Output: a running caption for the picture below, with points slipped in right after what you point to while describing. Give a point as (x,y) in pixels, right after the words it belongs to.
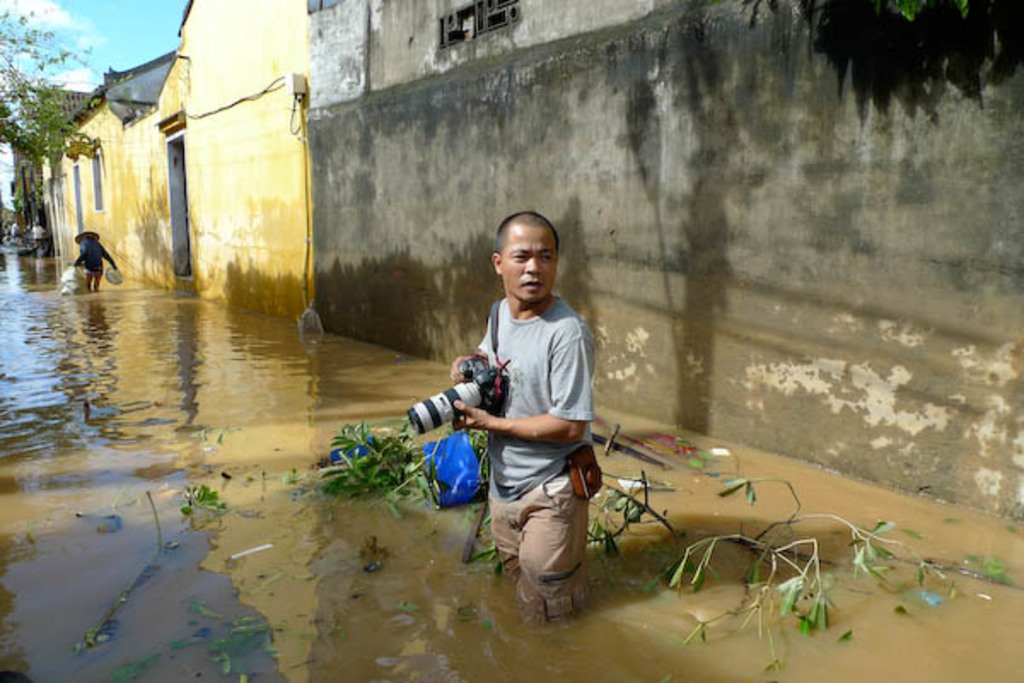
In this image there are some houses (466,169) and at the bottom (533,463) there are two persons (93,255) one person (453,377) is holding a camera (428,404), and one person (93,273) is holding some bags (70,273) and walking. And at the bottom (68,516) the area (167,387) is filled with some water (287,544), and in the background (34,236) there are some trees (16,93) and some persons (34,236). At the top of the image (108,49) there is sky (117,51).
